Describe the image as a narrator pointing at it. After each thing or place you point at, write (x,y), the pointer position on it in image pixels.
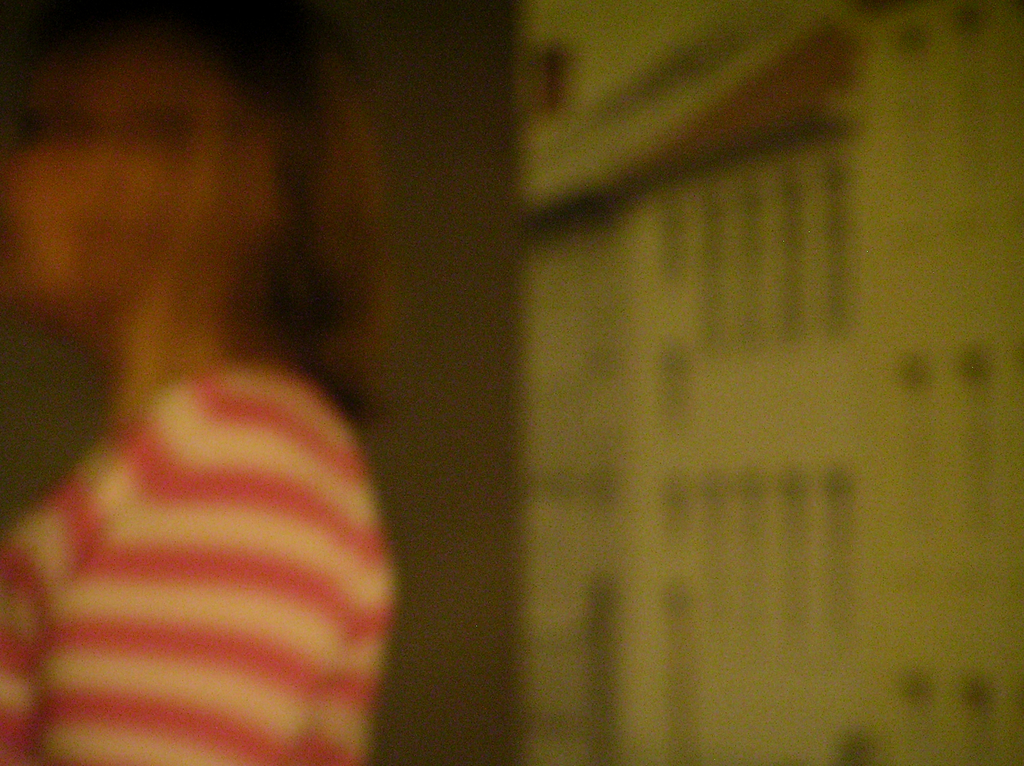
This is a blurry image. There is a woman (125,53) in the image.
